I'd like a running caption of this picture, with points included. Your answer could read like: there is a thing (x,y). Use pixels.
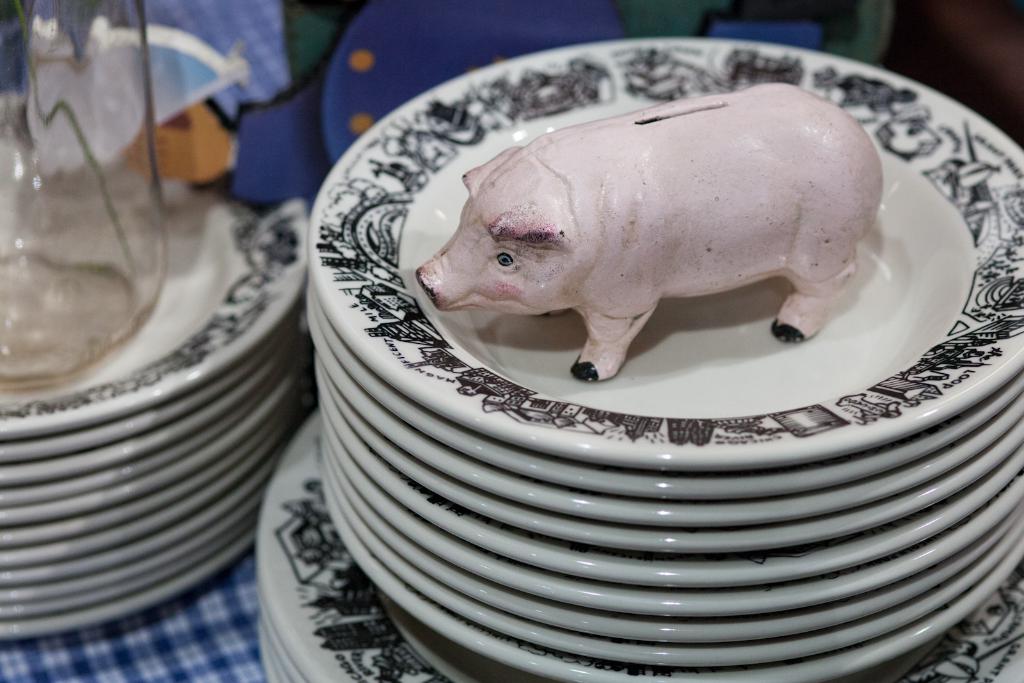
Here in this picture we can see number of plates (177,344) present on a table (117,665) and we can see a piggy bank (645,231) present at the top (582,208) and on the left side (81,139) we can see a glass jar (81,126) present.
